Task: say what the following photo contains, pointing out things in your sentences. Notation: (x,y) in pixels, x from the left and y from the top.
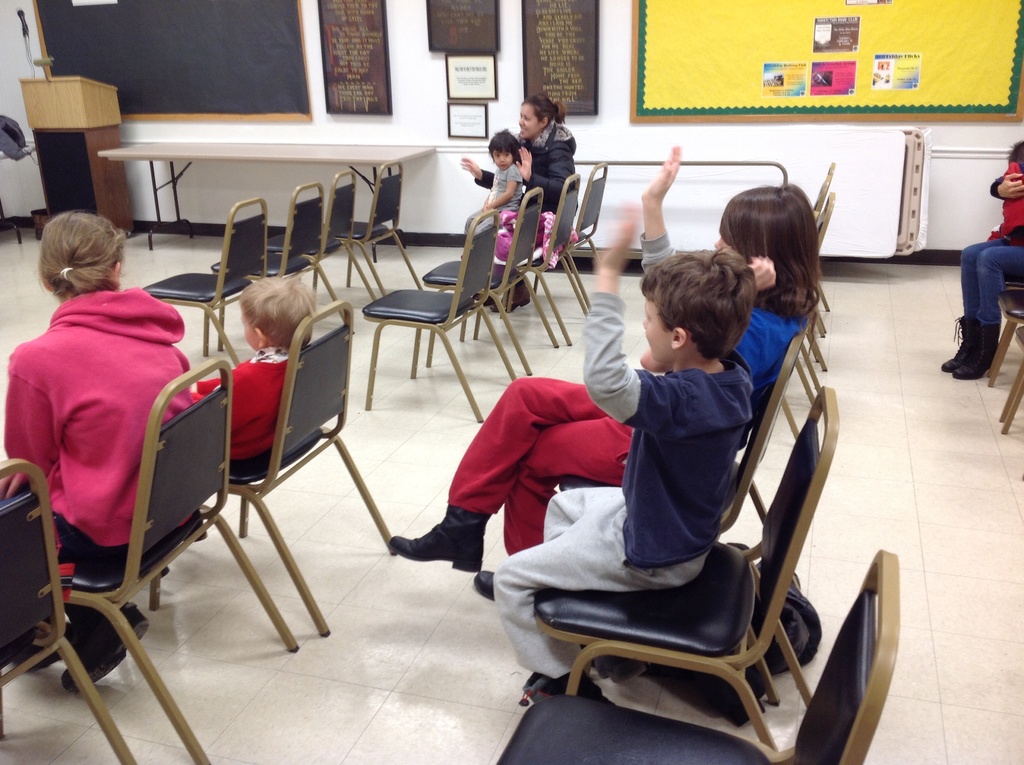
In the image few people (988,355) are sitting on a chair (831,171). Top of the image (953,197) there is a wall (950,160) on the wall (950,160) there are some posters (456,76).
